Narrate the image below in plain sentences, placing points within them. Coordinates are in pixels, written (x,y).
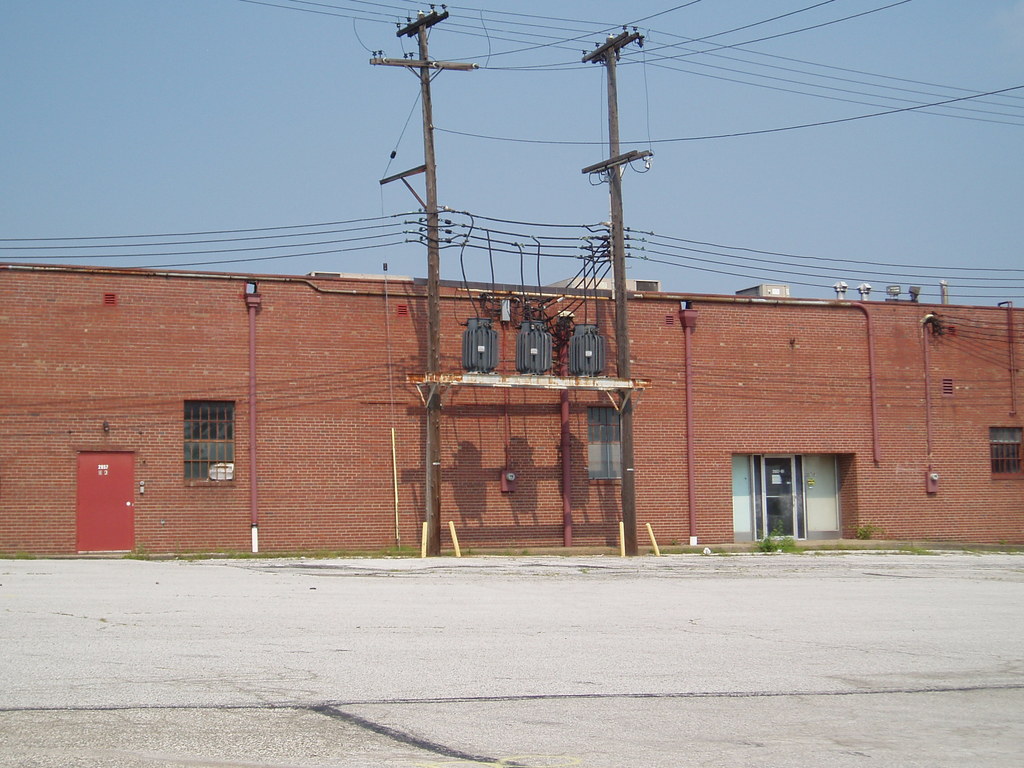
This is a building (394,373) with a window (818,515) and doors (121,473). I can see the pipelines (256,508), which are attached to a building wall (670,516). These are the power transformers (531,371). I can see the current poles (458,66) with the current wires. This is the sky (560,175). This looks like a pathway (339,655).
